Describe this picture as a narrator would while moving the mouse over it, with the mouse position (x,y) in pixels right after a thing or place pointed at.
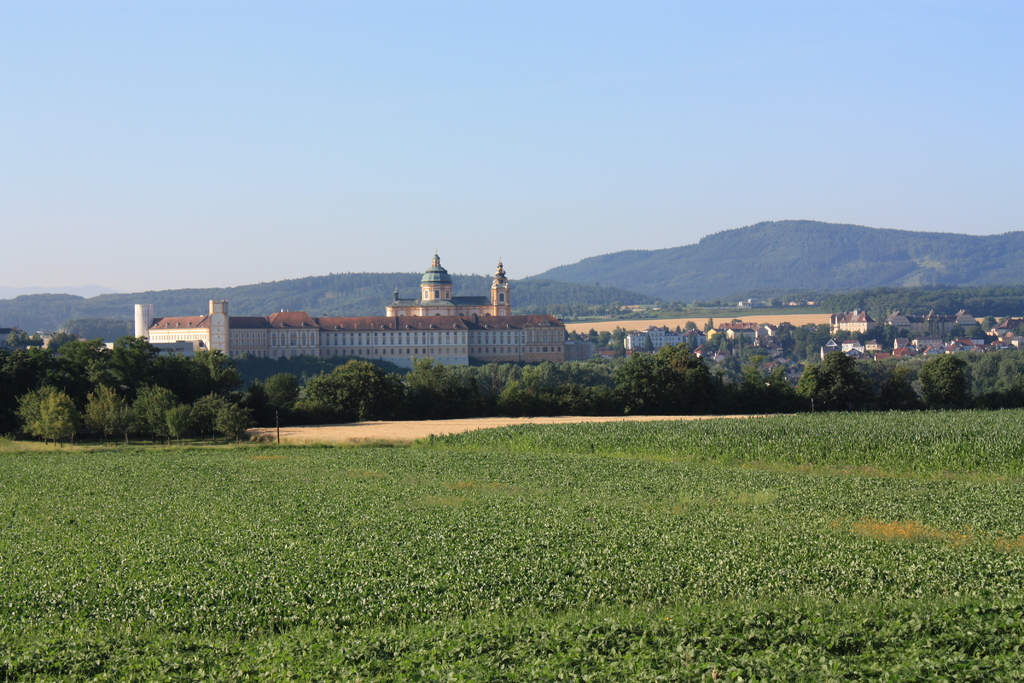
In the foreground of the picture (345,457) I can see the plants (764,458). In the background (677,350), I can see the buildings (897,347), trees (568,361) and hills (901,251). There are no clouds (423,101) in the sky (526,143).
